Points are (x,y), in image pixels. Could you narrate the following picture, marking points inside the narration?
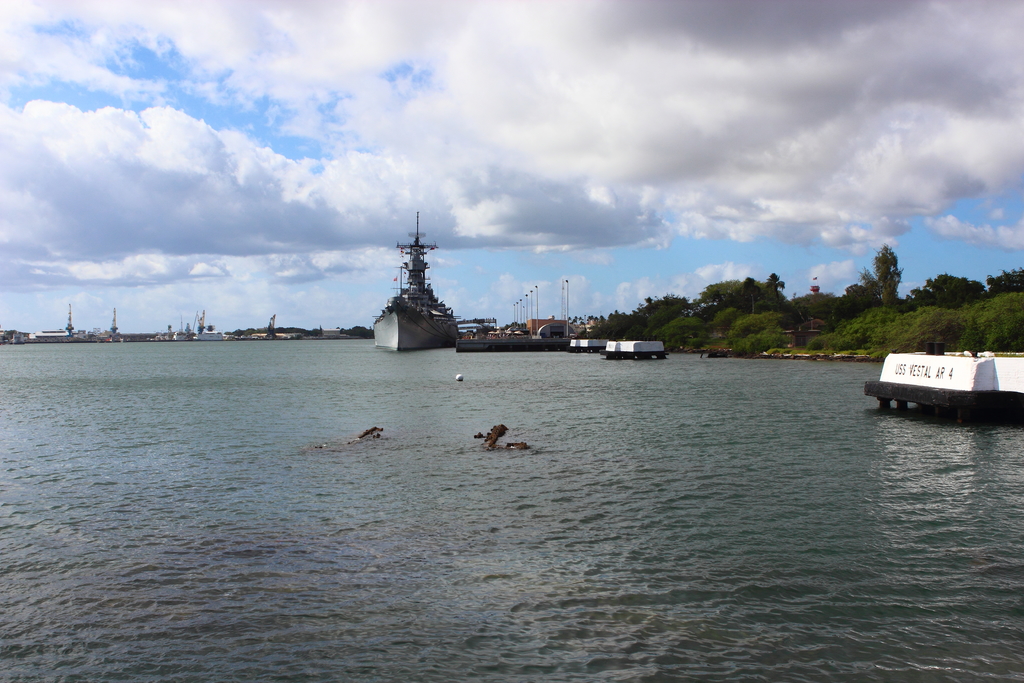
In this picture, we see water (407,569) and this water (521,585) might be in the sea (540,423). Here, we see ships (430,317) and boats (418,308) in the water (581,560). On the right side (792,298), there are trees (742,306). At the top of the picture (491,150), we see the sky (606,232) and the clouds (493,220).
